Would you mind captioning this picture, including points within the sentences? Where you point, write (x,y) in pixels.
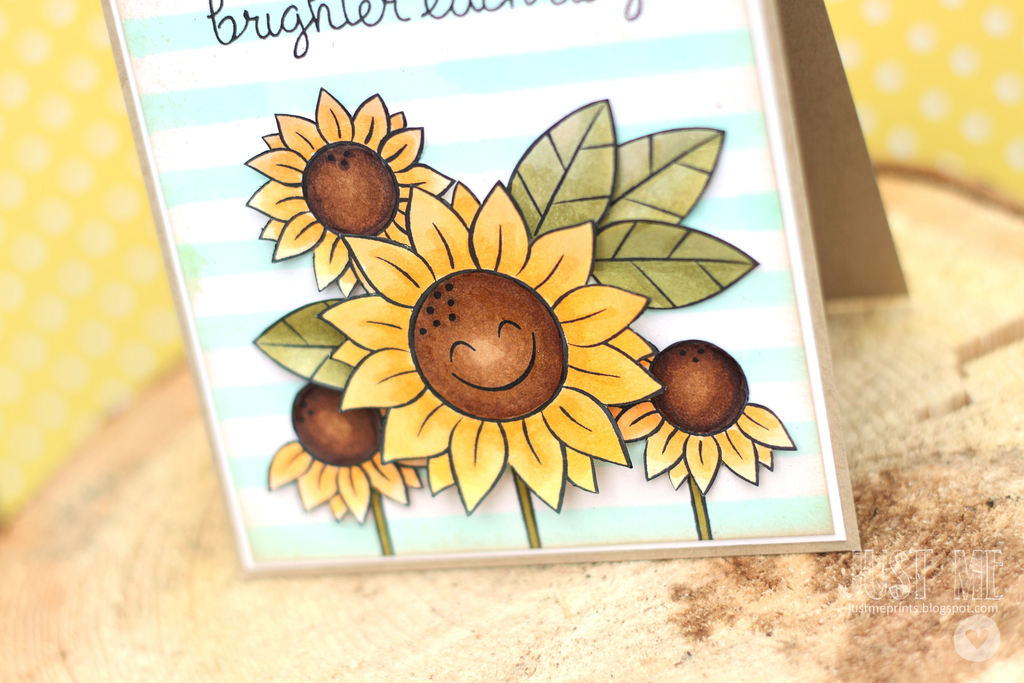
In this image I can see a cardboard sheet (475,111), on the sheet (818,364) I can see few flowers (496,210) in yellow and brown color, and I can see something written on the board (500,110) and I can see yellow and white color background (89,380).
